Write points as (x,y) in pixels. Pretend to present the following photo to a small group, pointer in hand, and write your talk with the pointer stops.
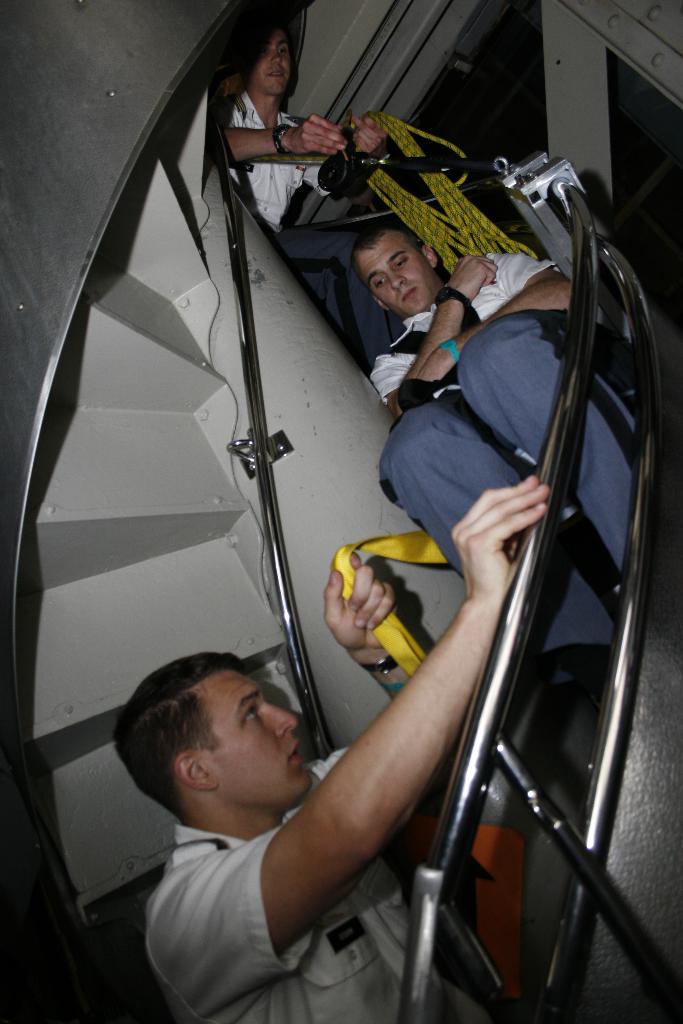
In this picture we can see three persons (533,281) on the stairs (261,590), two of them are holding some yellow colour rope (427,237) in their hands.
